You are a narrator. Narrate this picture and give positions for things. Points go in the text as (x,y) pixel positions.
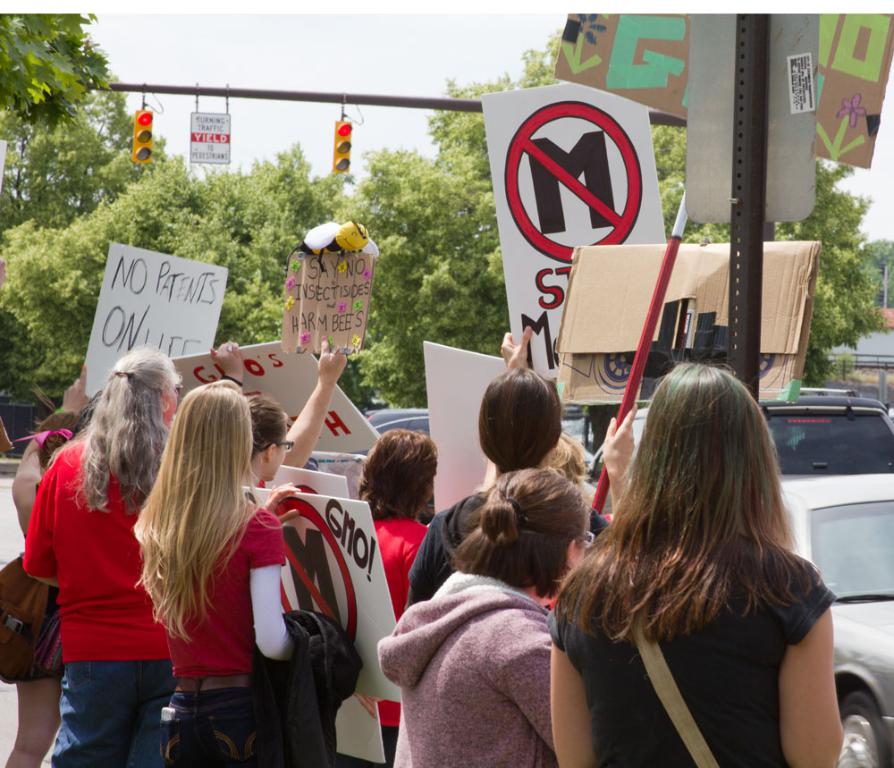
In the image I can see people (376,513) among them some are holding placards (356,533) in hands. In the background (392,421) I can see vehicles (403,420), traffic lights (337,162), sign boards (201,162), trees (472,280), the sky (422,91) and some other objects (799,391).
